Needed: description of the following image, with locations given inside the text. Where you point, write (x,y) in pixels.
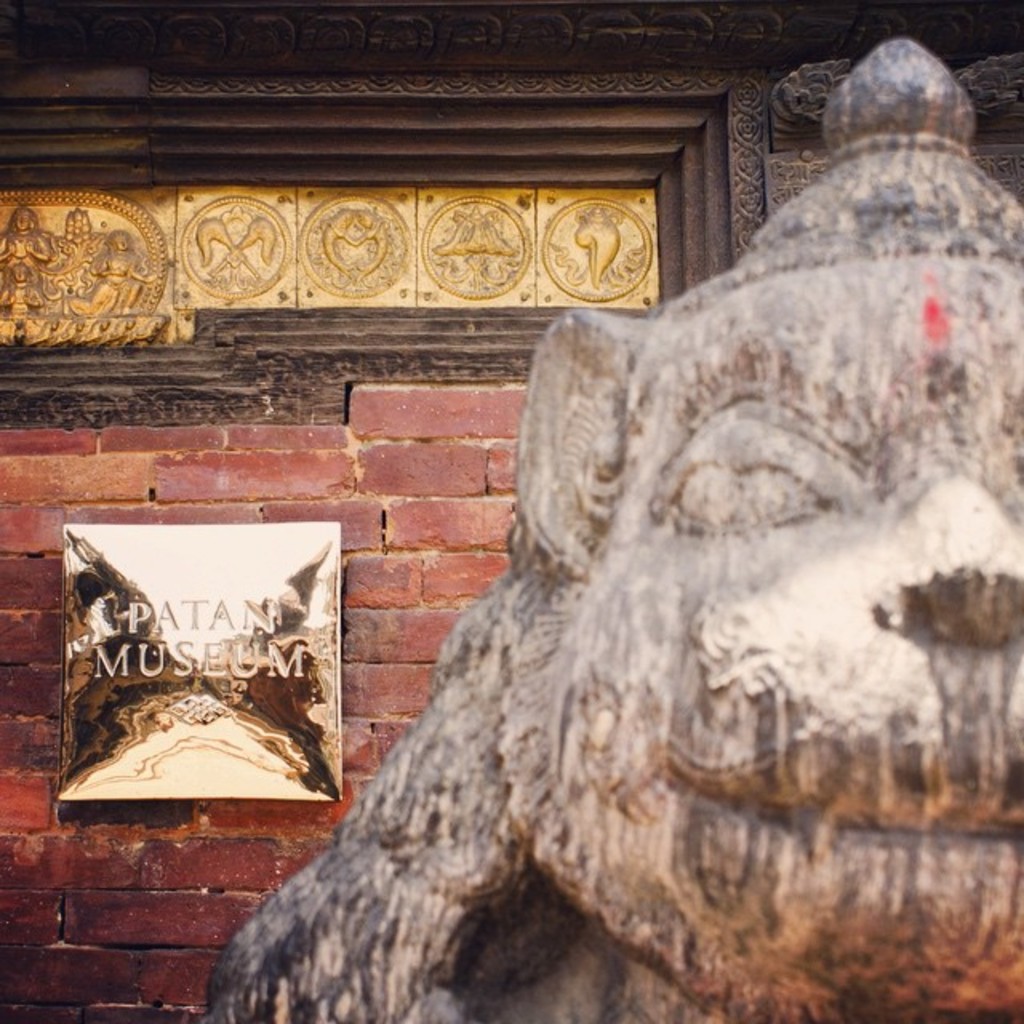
This is the picture of a building (51,464). In the foreground (741,400) there is statue (706,881). At the back (427,433) there is a board (208,712) on the wall (486,354) and there is a text (142,671) on the board (231,690) and there are sculptures (226,279) on the wall (4,455).
